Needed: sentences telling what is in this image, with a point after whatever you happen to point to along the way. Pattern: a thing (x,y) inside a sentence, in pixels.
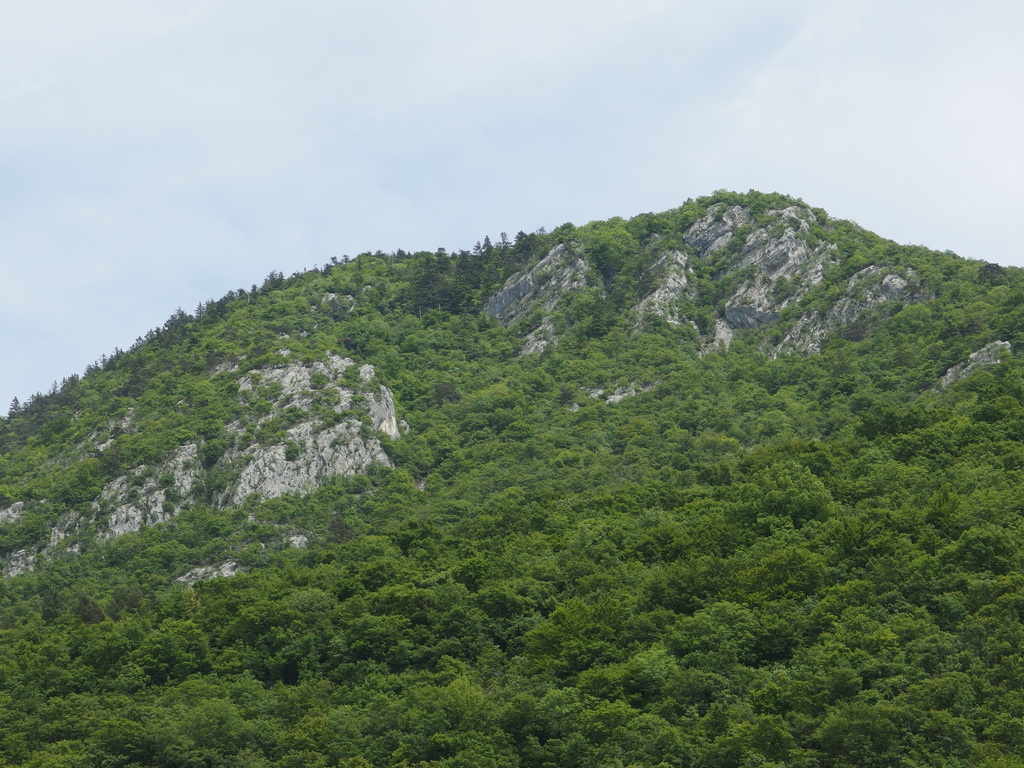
This picture is clicked outside. In the center (379,343) we can see the green leaves (480,418) and the rocks (873,305). In the background (688,123) we can see the sky (622,165).
